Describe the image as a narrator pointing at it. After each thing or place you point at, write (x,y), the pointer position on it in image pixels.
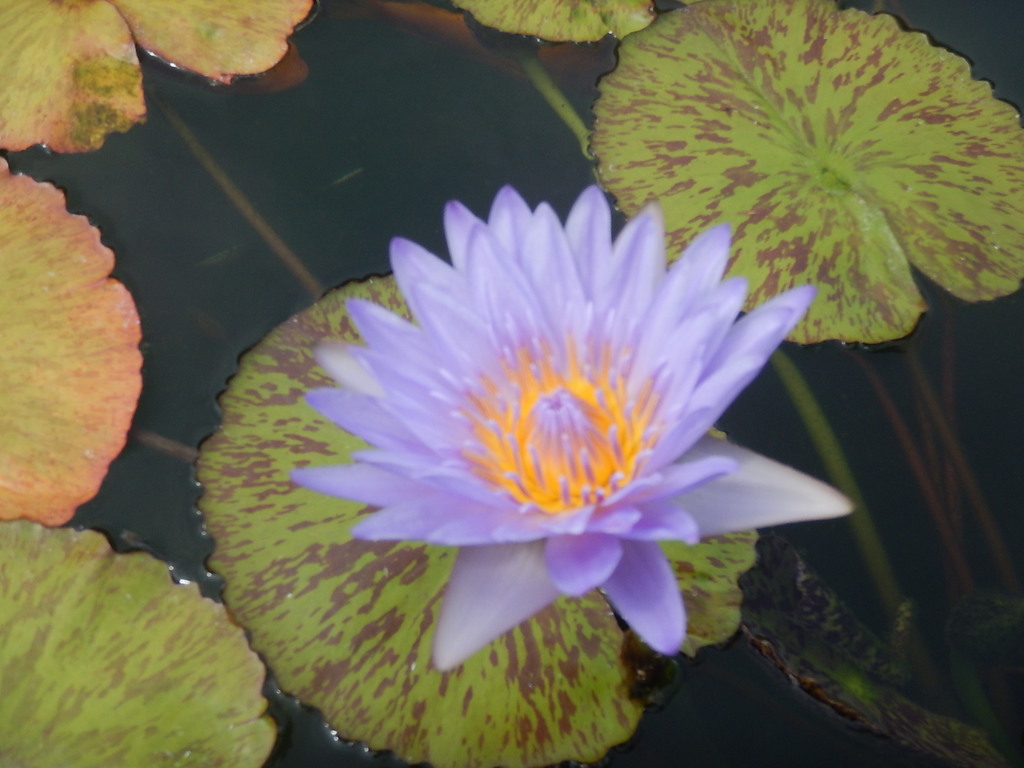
In the center of the image (661,393), we can see a flower (581,373) and in the background (177,248), there are leaves (810,264) and there is water (222,137).
